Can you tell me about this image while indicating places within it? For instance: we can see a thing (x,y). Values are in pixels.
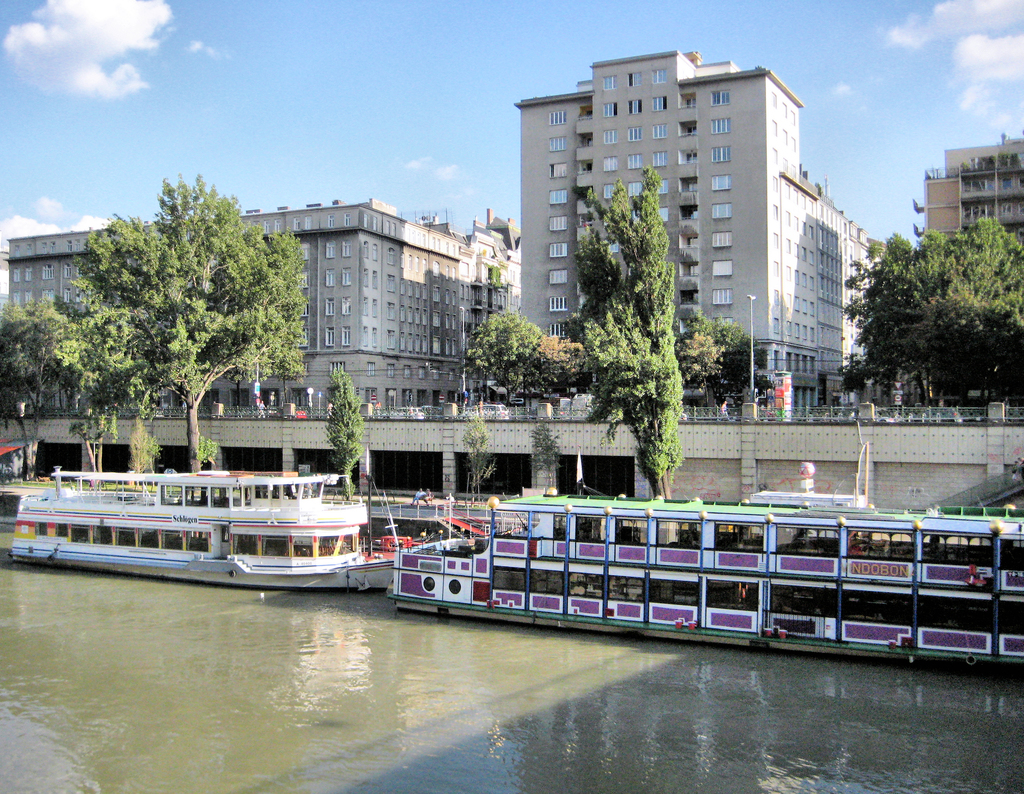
In this image, at the bottom (686,634) there are boats (580,595), water (641,672). In the middle (615,452) there are trees (607,311), bridge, buildings (706,293), people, poles (754,383), sky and clouds (138,42).
